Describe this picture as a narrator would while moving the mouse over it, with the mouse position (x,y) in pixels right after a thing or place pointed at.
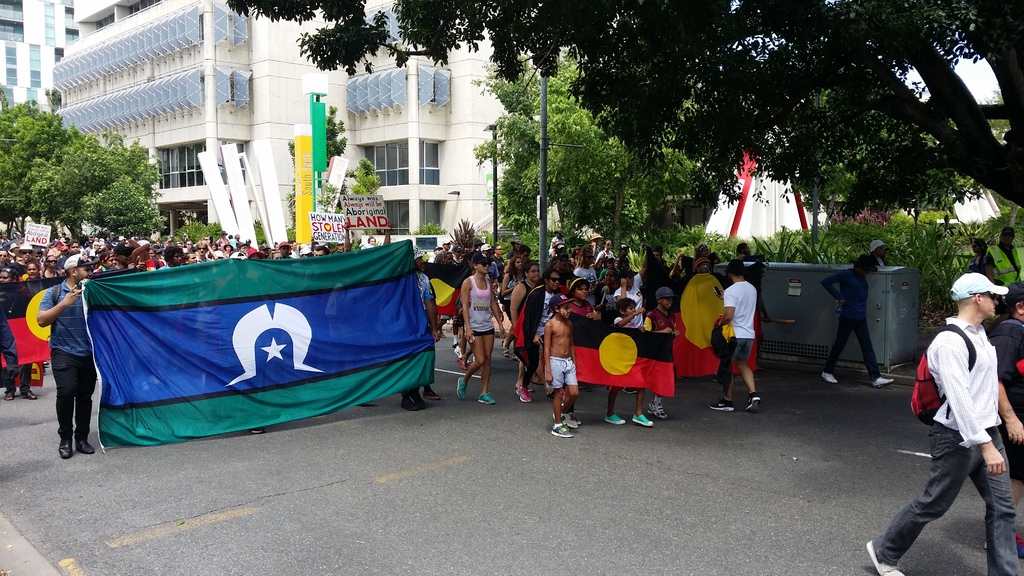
In this image we can see there are some people (541,276) walking on the ground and holding a banner (664,346). And there are, trees (526,105), buildings (336,102), pole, box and boards (372,227).
